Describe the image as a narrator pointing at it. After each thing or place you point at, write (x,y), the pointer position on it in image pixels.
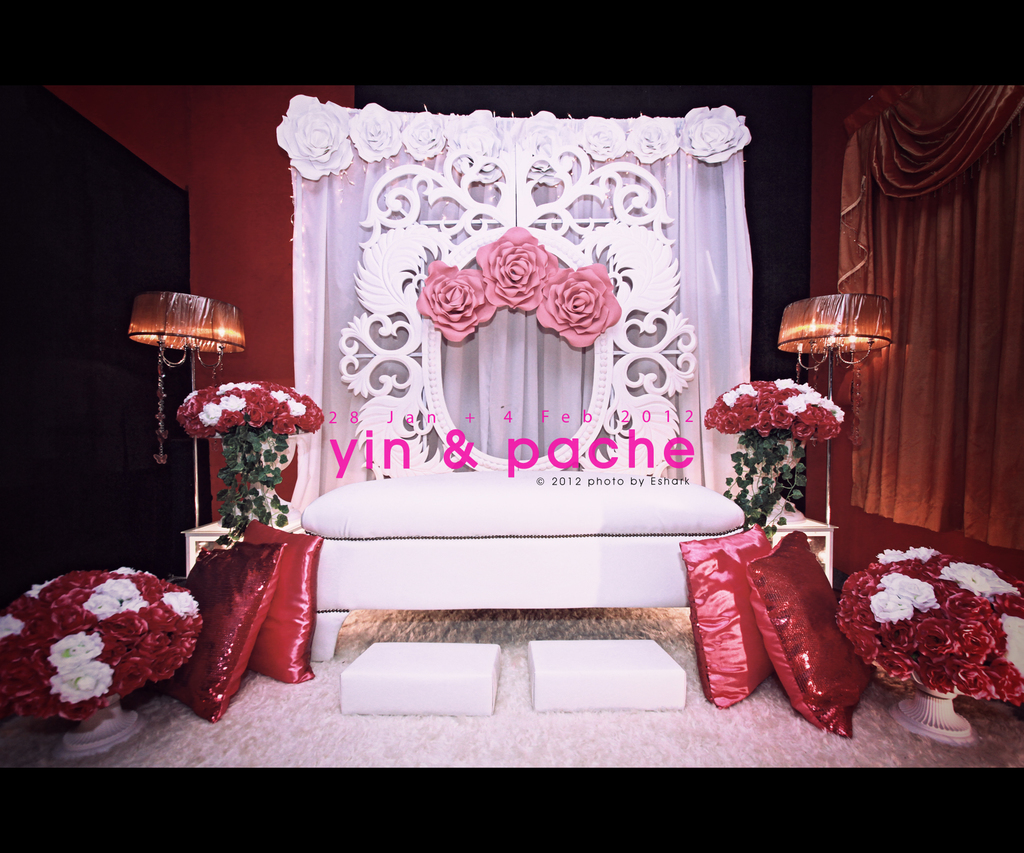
There are cushions (267,596) and flower pots (178,645) are present at the bottom of this image (167,636), and there is a bed (492,487) and two lamps (164,375) are in the middle of this image (494,507). There is a curtain (947,241) in the background (481,445).
